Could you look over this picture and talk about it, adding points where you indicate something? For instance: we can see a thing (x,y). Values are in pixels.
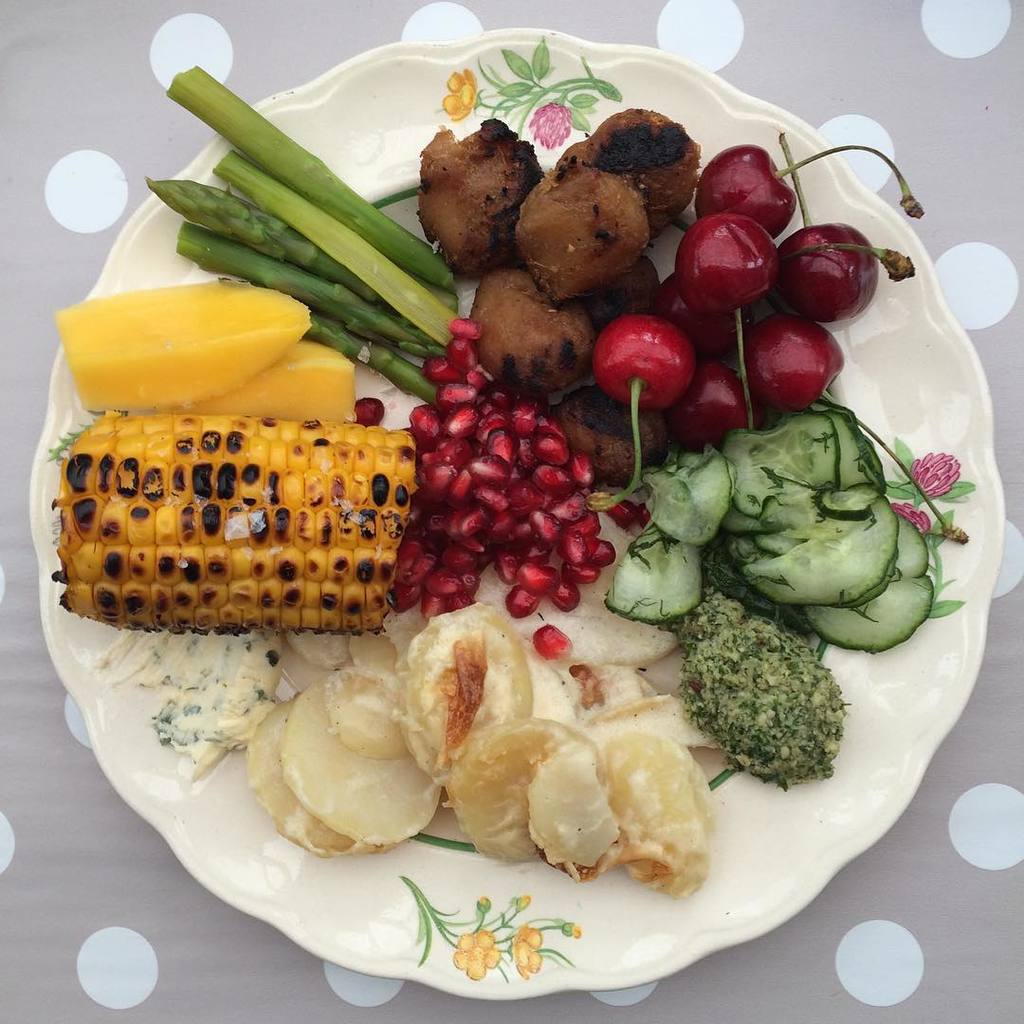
In this image we can see fruits (262,350) and vegetables (679,553) on plate (193,819) placed on the table (537,1009).
